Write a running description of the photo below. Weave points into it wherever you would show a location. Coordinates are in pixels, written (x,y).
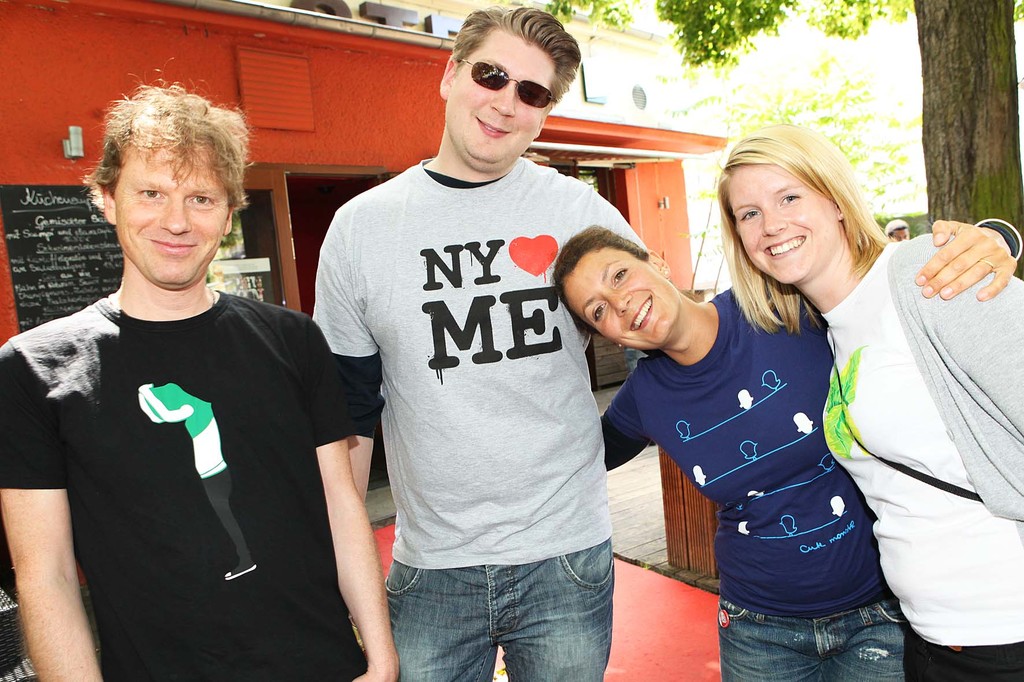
In this picture we can see four people (380,637), they are smiling and in the background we can see a house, name board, posters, person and trees (1015,203).
